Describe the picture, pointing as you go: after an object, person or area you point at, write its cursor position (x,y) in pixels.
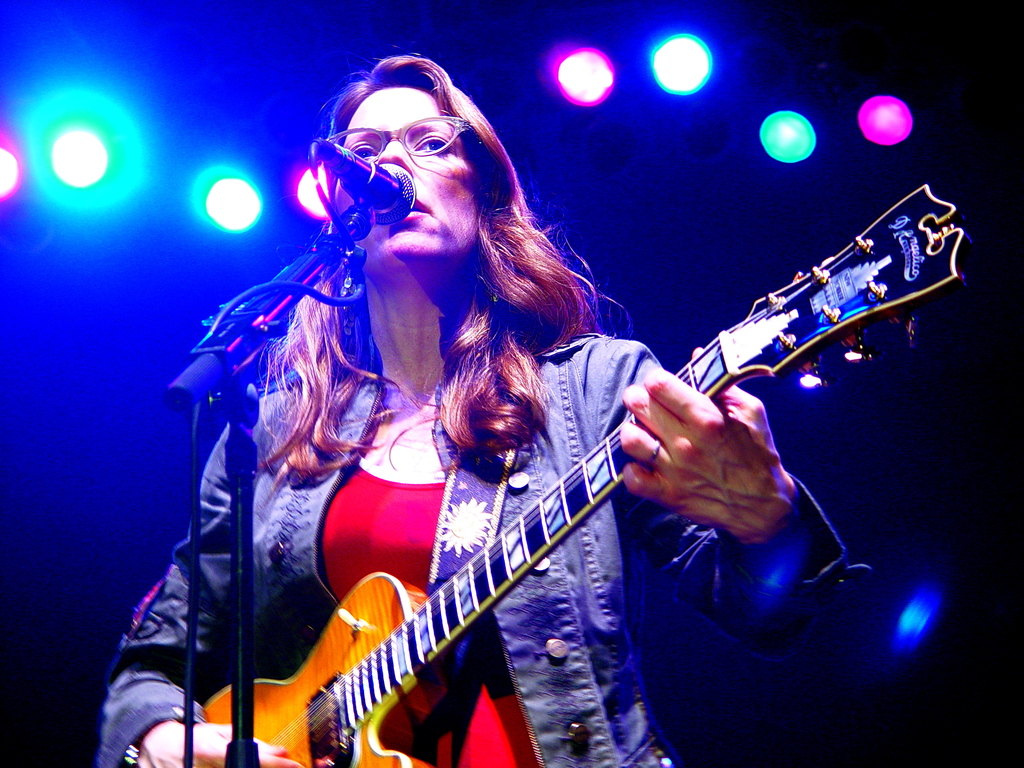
In this image, There is a woman (571,573) standing and she is holding some music instrument (392,663) and there is a microphone (387,209) which is in black color and she is singing in microphone (398,219) and in the background (864,133) there is colorful lights (35,142) in the background (762,134).
